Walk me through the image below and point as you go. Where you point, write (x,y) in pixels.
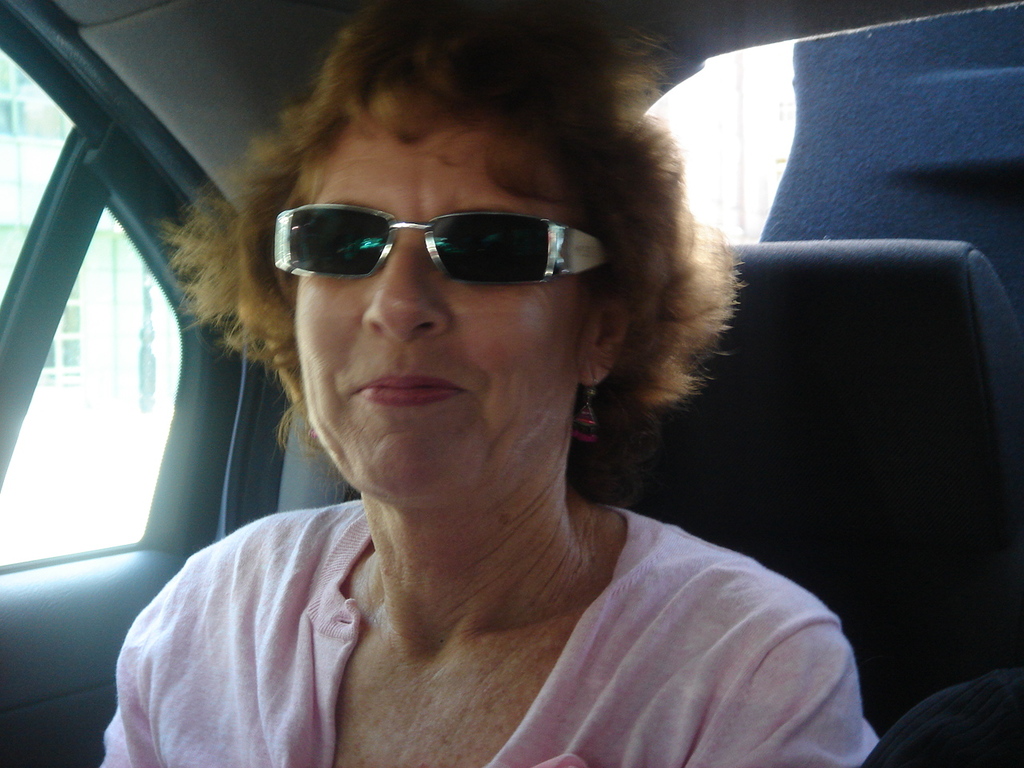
In this image I can see the person (500,470) is sitting inside the vehicle (670,477) and wearing pink color dress (685,706). Back I can see the building (94,271).
